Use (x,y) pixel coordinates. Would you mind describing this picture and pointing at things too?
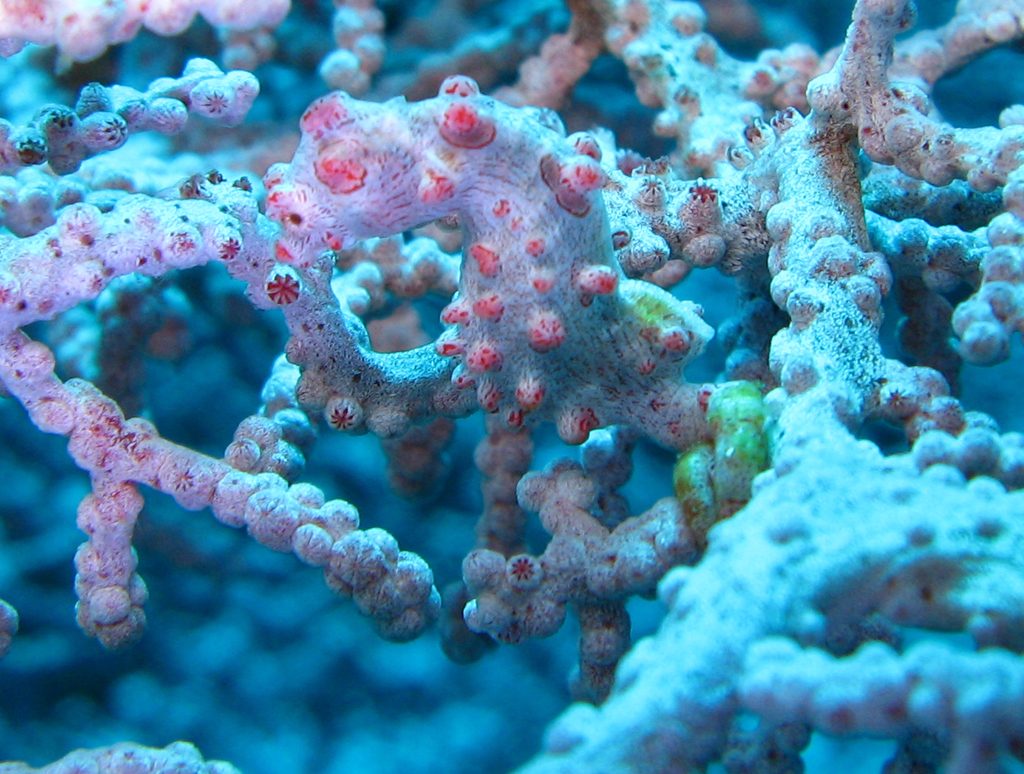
In this image I can see few aquatic plants (28,147).
